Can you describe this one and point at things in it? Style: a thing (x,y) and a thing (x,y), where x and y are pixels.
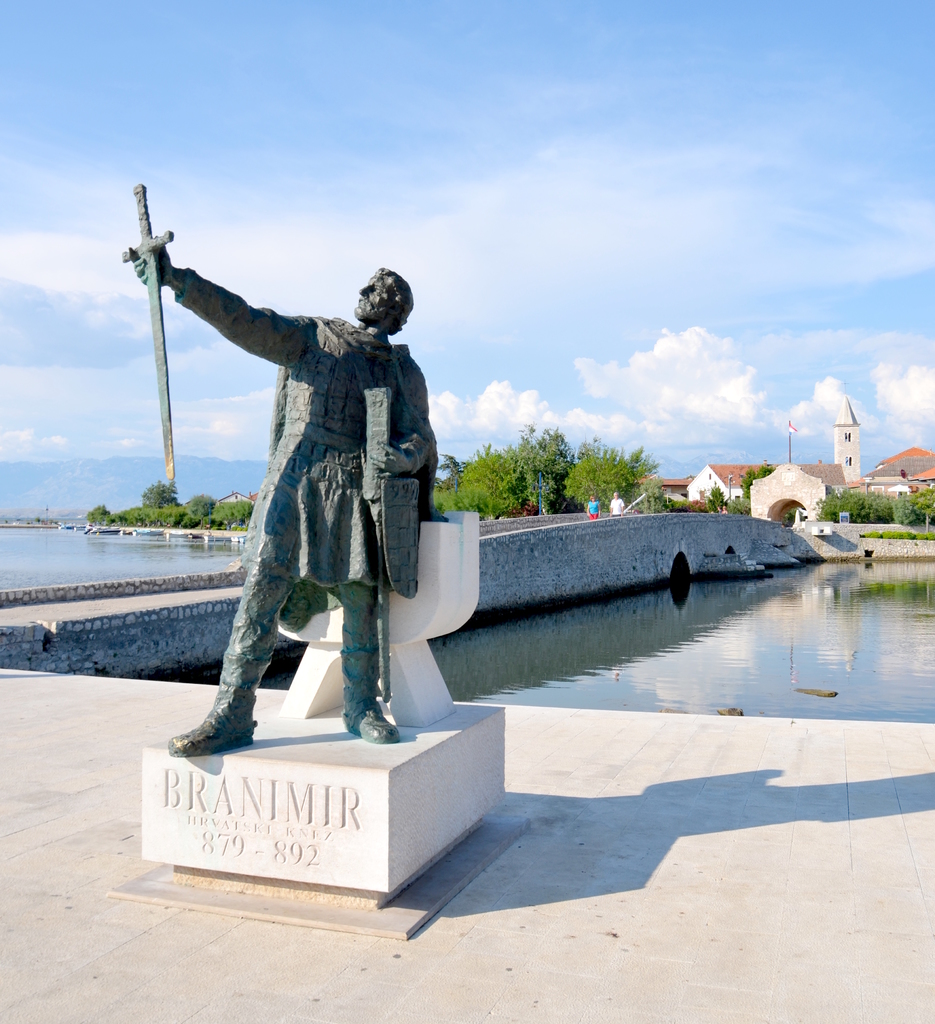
In this image there is a pavement (479,912), on that pavement (729,1014) there is a statue (351,360), in the background (662,519) there is a canal (625,677), on that canal (450,675) there is a bridge (485,572) and there are trees (226,514), houses (681,488) and the sky (632,215).
